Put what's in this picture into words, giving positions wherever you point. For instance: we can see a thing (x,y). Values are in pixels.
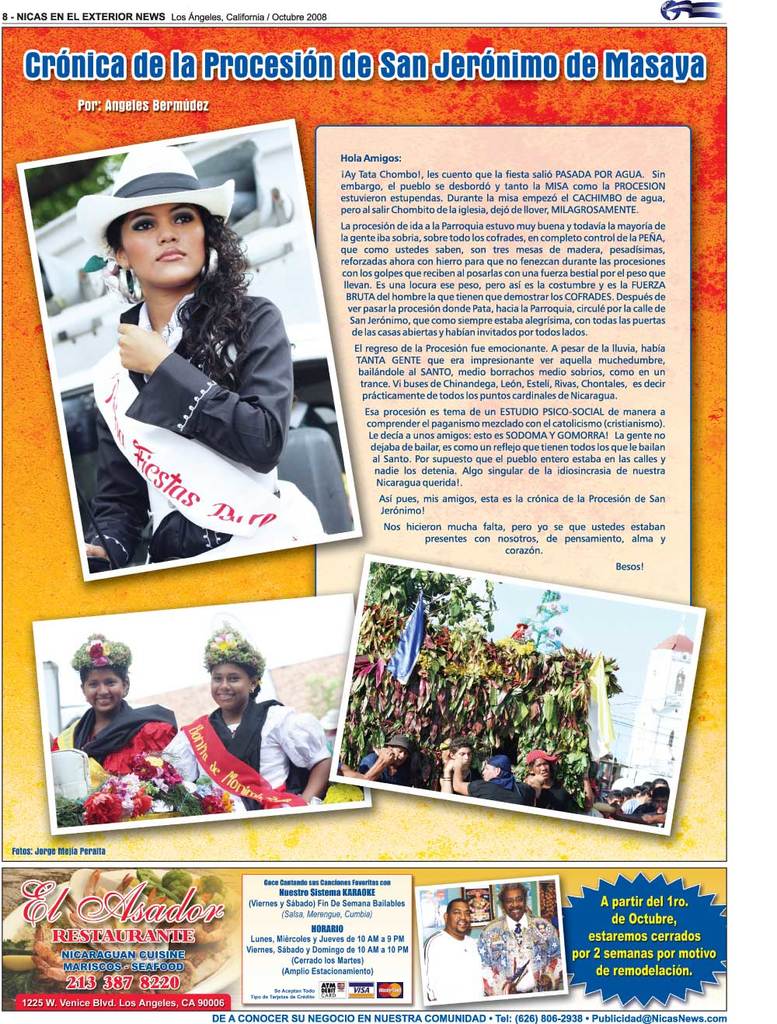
In this picture I can see photos (392,654). In the photos (110,529) I can see women (118,413) who are wearing clothes (168,739) and some other objects (205,745). I can also see people (487,770), a building (657,654), trees (431,673) and some other objects (452,667). Here I can see some text (487,317) written on the image.
